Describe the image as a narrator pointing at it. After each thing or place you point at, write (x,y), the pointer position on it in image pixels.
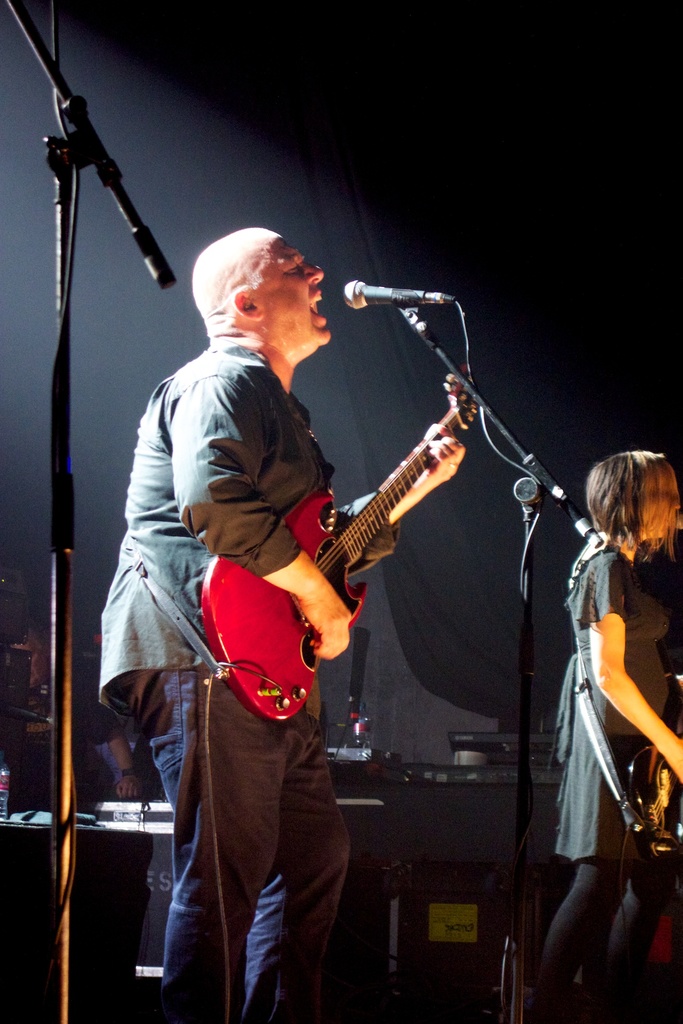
In this image, there is a person (148,463) wearing clothes (240,433) and playing a guitar (240,641). This person (270,458) is standing in front of the mic (389,294). There is an another mic (65,322) behind this person (196,366). There is person (602,579) who is in the bottom right of the image (647,726) wearing clothes (655,670) and guitar (643,799).
